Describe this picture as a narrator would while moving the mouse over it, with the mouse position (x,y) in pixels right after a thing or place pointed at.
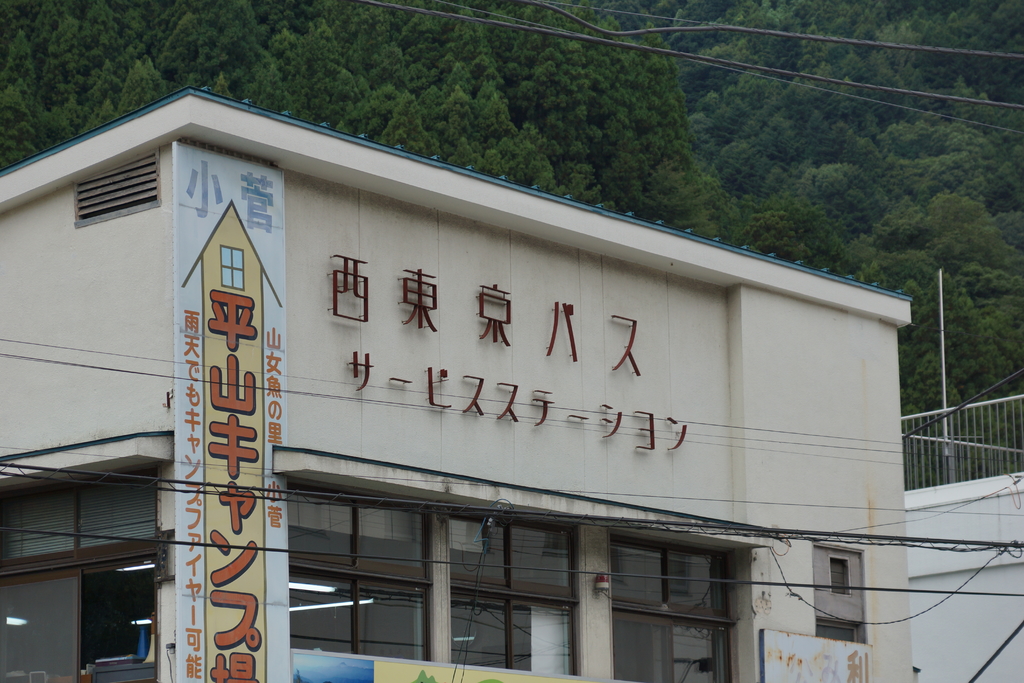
In this image we can see building (673,447), grills (959,417), electric lights (311,583), electric cables (804,84) and trees (593,81).
